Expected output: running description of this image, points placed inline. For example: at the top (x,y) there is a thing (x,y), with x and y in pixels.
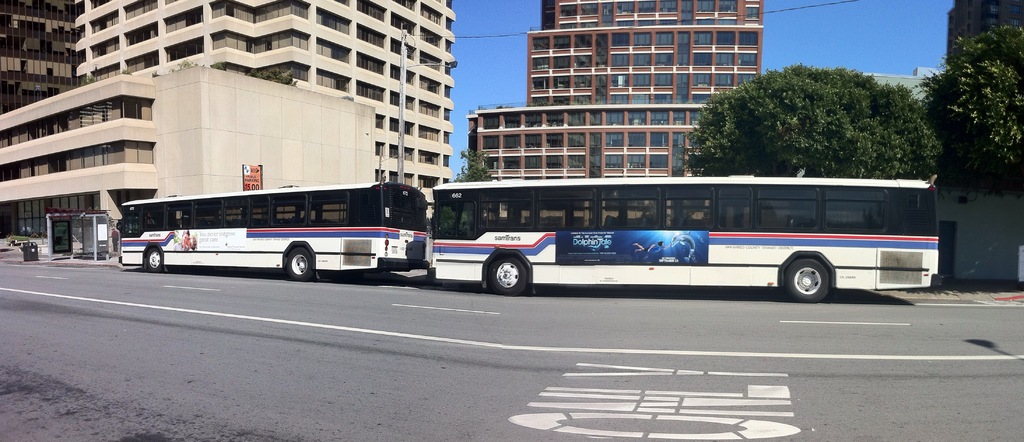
In this image we can see two buses (800,245) parked on the road (579,369). In the background (190,94), we can see buildings (696,45), bus station (49,251), pole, wires (514,36), trees (733,114) and the sky (503,14).
